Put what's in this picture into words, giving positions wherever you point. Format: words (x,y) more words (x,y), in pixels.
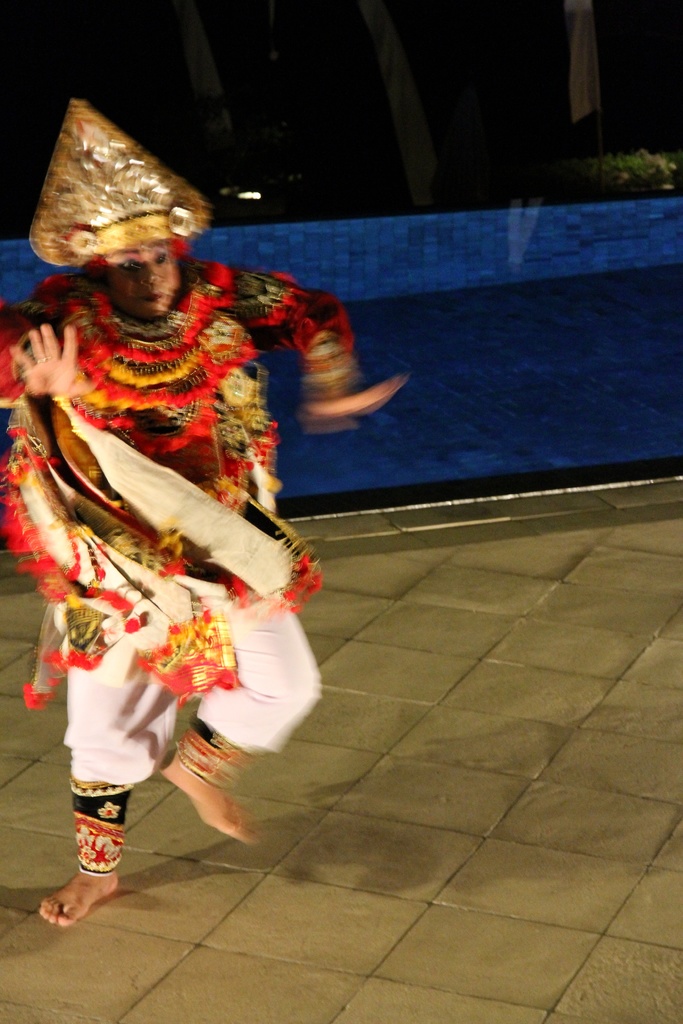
A person (258,642) is running, this person (199,555) wore garlands (139,360), crown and different clothes (173,699).
